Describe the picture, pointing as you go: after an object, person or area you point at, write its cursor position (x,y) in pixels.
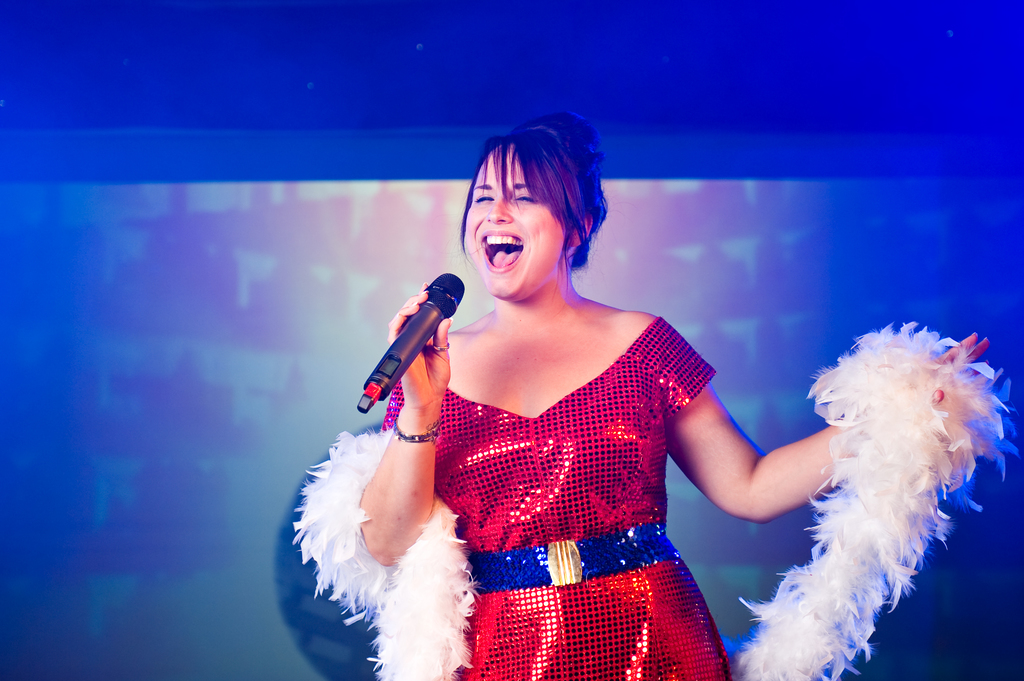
A woman (482,401) is standing and singing on the microphone (452,316).
